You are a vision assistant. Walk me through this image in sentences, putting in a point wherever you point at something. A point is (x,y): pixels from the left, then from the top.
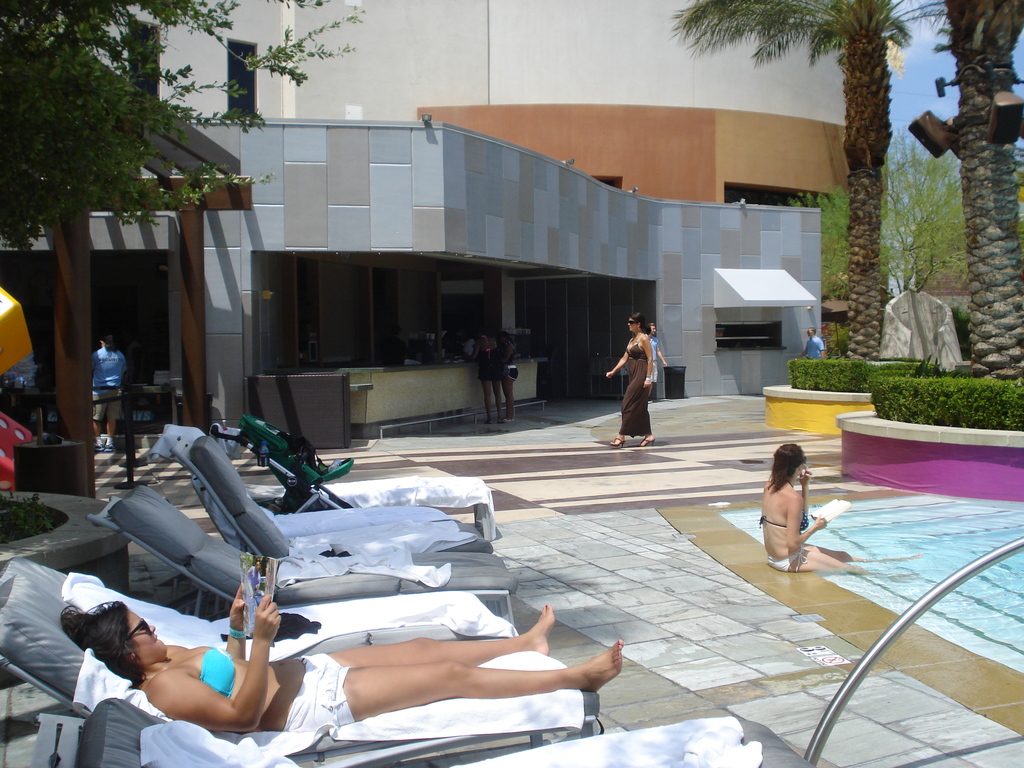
In the image there is a woman (764,533) sitting on side of pool (879,589) and another woman (417,667) laying on chair (18,600) in bikini (224,660), this seems to be clicked in a resort (725,300), in the back (877,172) there are trees (878,196) with plants (839,340) on either side of it followed by building (722,128) in the background (635,197).
